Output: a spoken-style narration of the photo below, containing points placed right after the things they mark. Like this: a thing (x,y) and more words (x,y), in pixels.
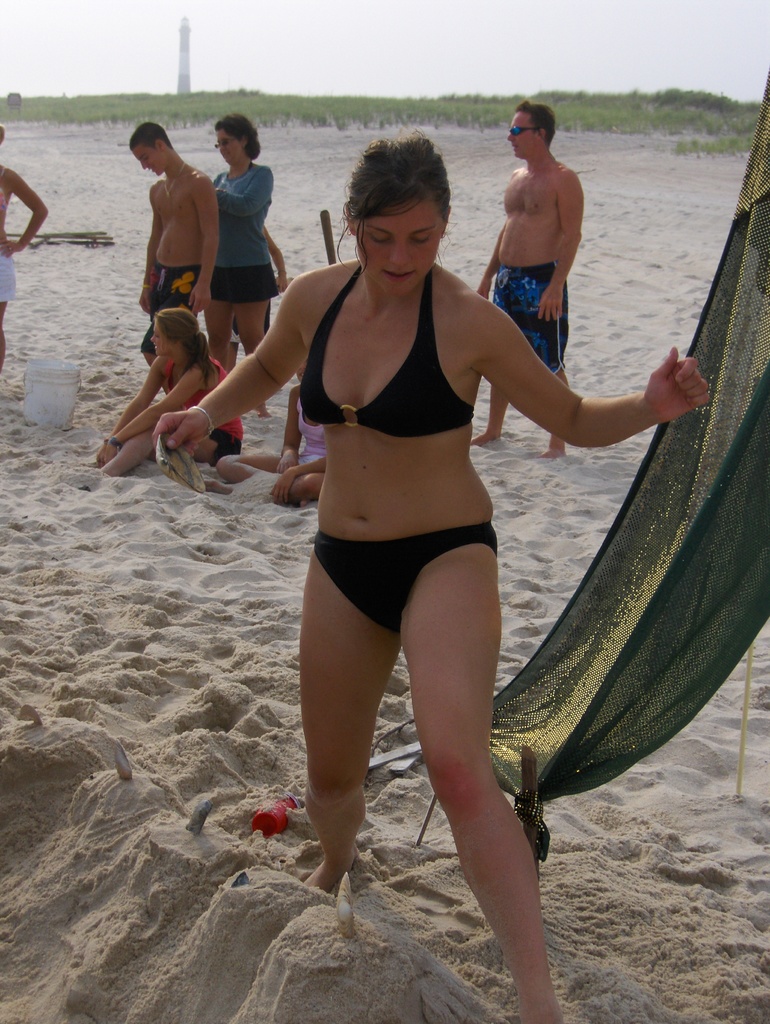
A beautiful woman (356,787) is standing, she wore black color clothes (426,420). Behind her a man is standing on this sand (588,476). On the left side (209,223) few people (157,309) are there.
